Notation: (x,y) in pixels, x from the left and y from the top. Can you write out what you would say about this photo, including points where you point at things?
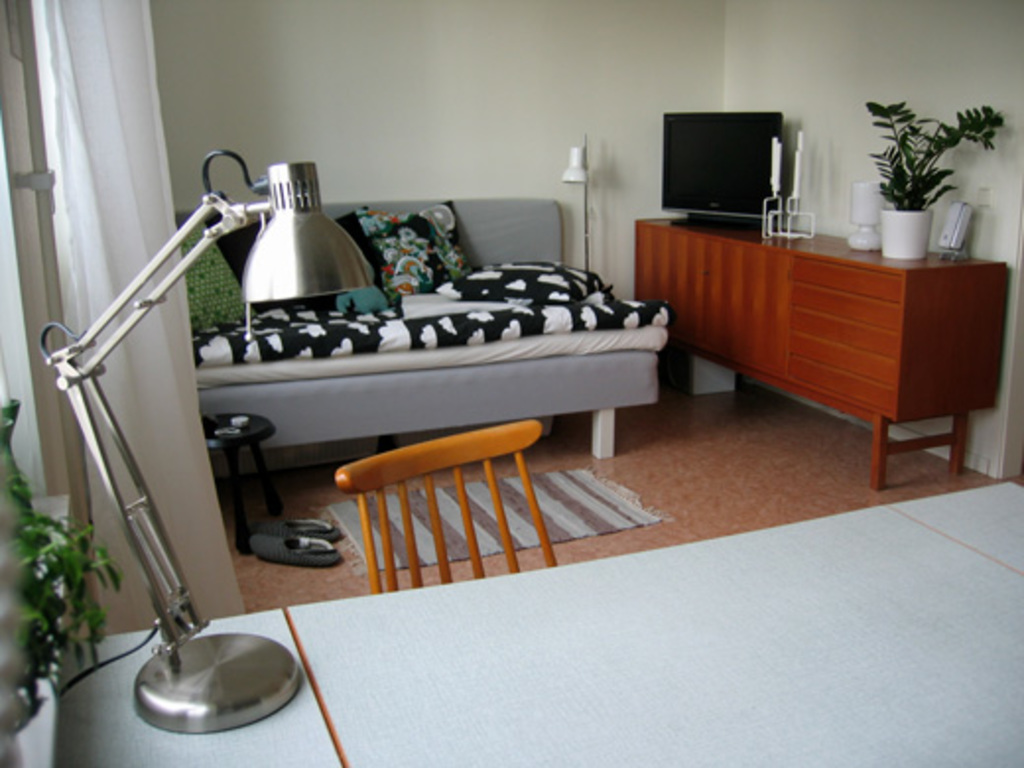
In this image i can see a couch table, lamp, chair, shoes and a flower vase (908,227).
